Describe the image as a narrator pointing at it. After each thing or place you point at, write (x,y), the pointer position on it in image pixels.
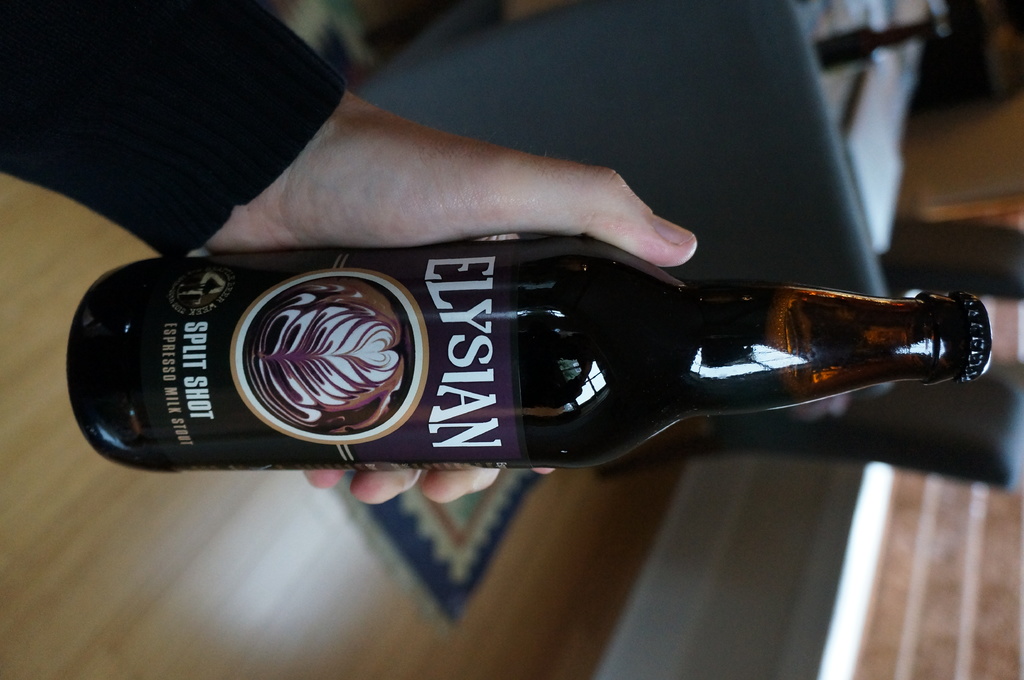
In this picture we can see a person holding a bottle (586,433). And this is the floor (220,629).
